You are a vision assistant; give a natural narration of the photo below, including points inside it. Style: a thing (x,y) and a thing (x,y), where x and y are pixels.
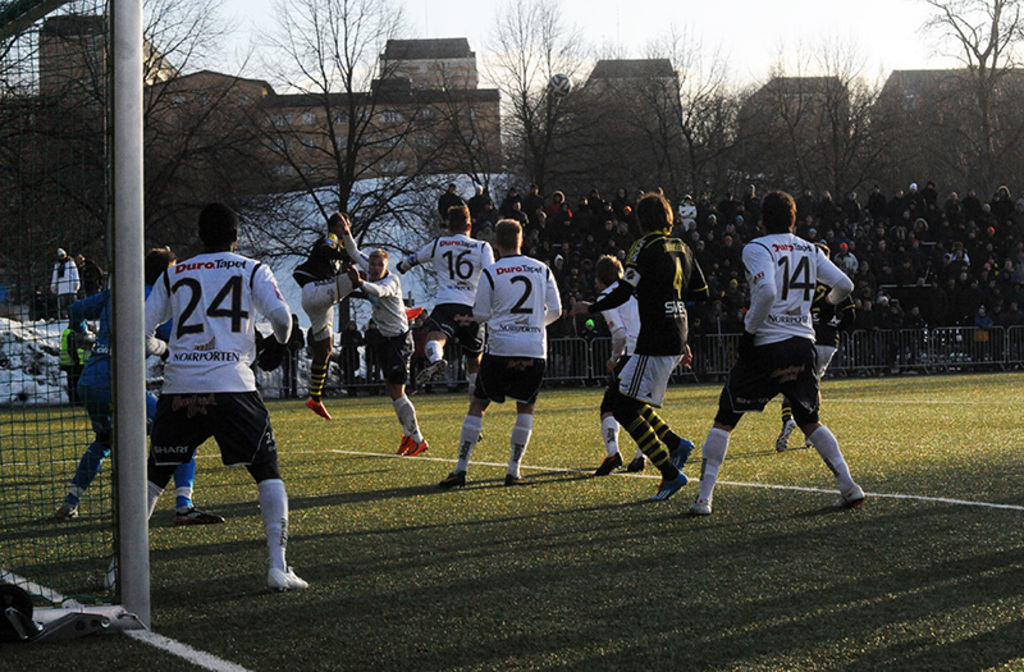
This picture shows few players (378,283) playing football and we see audience (738,296) watching and we see trees (576,177) and buildings (48,39) and we see a cloudy sky (736,79).
